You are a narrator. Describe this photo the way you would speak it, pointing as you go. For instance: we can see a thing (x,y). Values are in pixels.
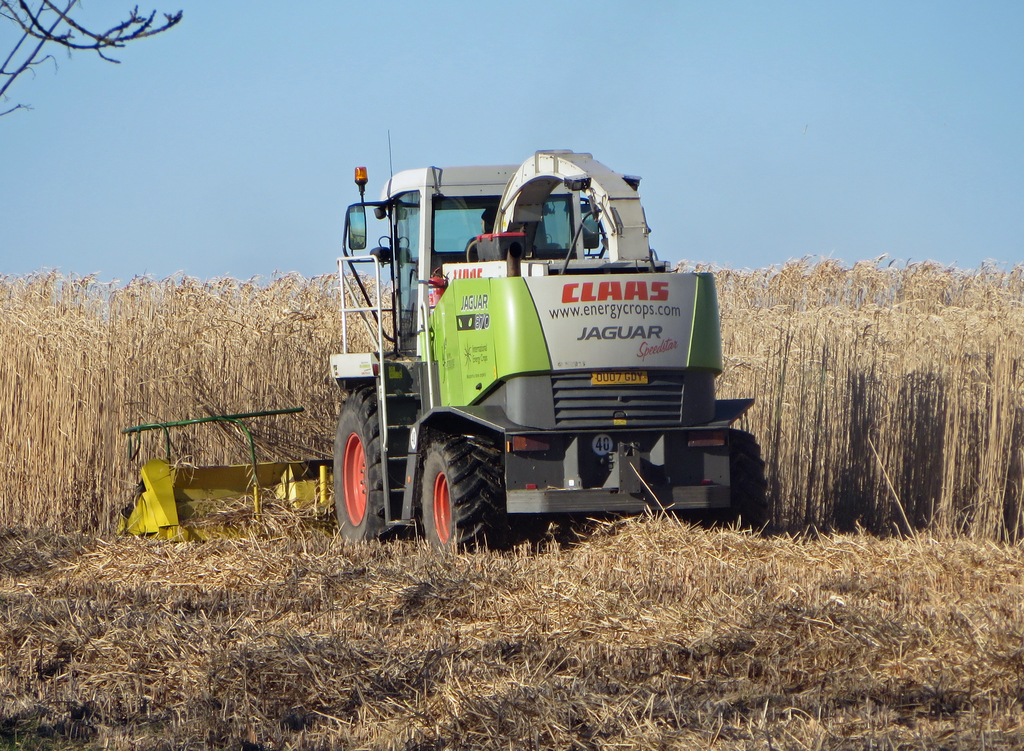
In this picture it looks like a truck (701,276) with a grass cutting machine (163,467) cutting the dry grass (276,634) on the ground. The sky (110,235) is blue.
